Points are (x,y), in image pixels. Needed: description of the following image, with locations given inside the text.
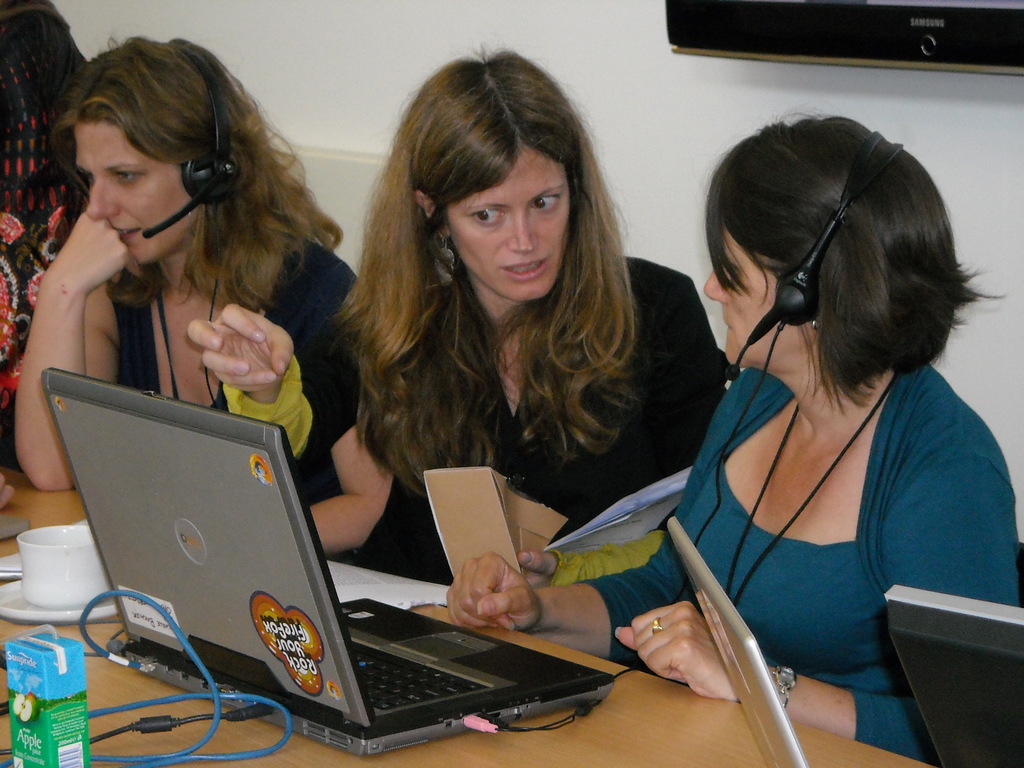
Here we can see three persons (609,413) are sitting on the chairs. This is table (640,697). On the table (597,736) there are laptops (350,651), cables (117,758), cup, and a saucer (65,618). Here we can see these two are having headsets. In the background (630,131) there is a wall (1003,259).
